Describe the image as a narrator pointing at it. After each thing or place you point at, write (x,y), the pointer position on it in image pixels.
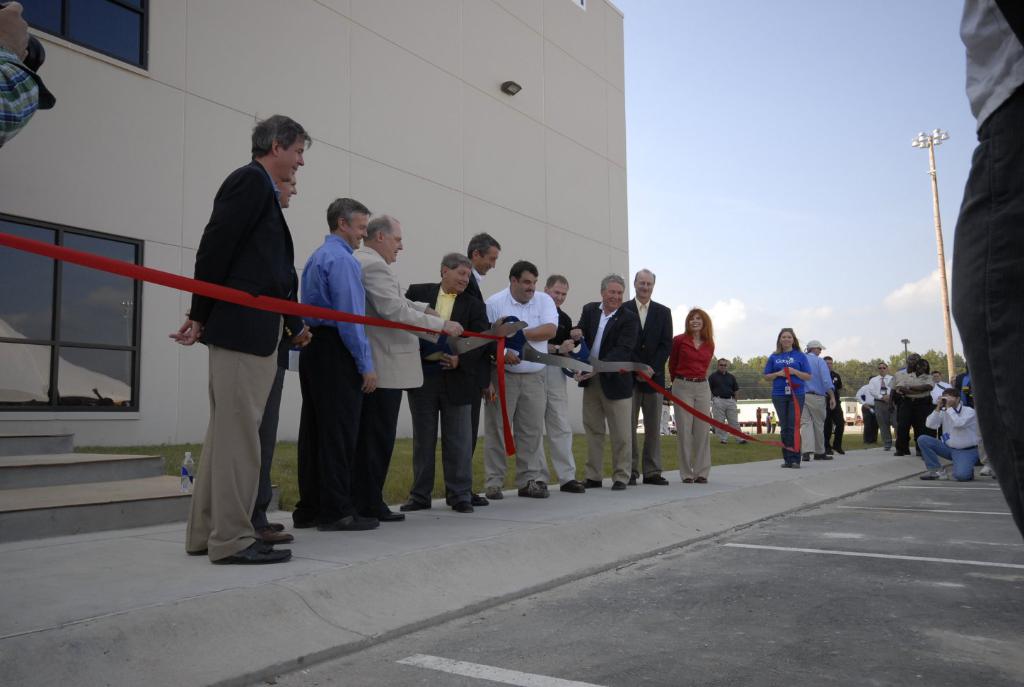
In this image I can see a group of people (594,413) are standing and cutting the red color ribbon (507,390). On the right side (950,443) a man (947,455) is trying to shoot with a camera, on the left side (270,38) there is a big building (532,117). In the middle (679,274) it is the sky (723,105), at the bottom (429,682) it is the pavement (586,500).
